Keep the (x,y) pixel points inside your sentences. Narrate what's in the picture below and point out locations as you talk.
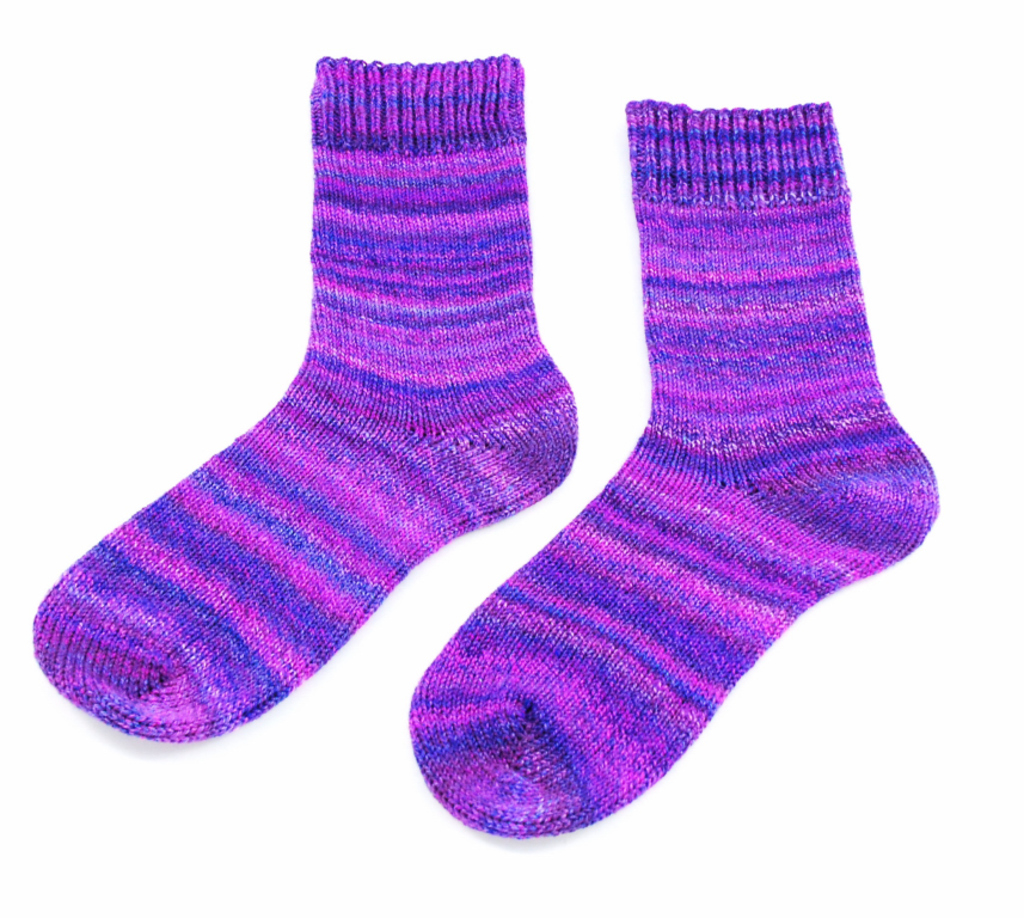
In this image I can see a pair of socks (583,595) which are purple and pink in color. I can see the white colored background (541,222).
